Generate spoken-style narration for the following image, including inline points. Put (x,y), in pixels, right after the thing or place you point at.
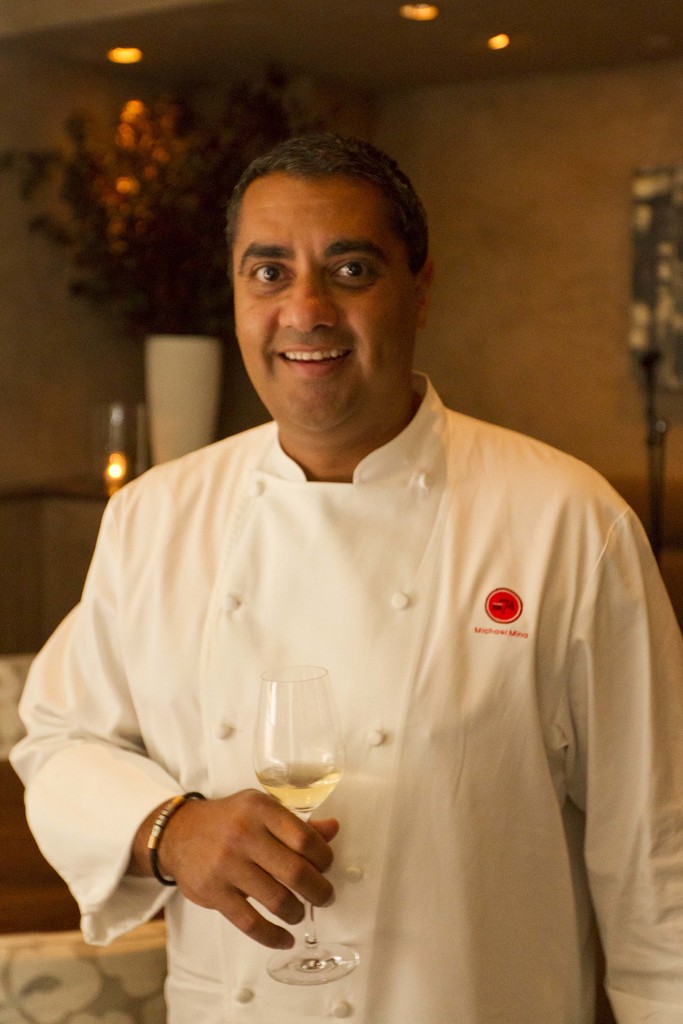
In the center of the image (339,568) we can see a person (354,990) holding a glass (306,798). In the background (10,339) we can see flower vase (230,138), lights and wall (489,220).
